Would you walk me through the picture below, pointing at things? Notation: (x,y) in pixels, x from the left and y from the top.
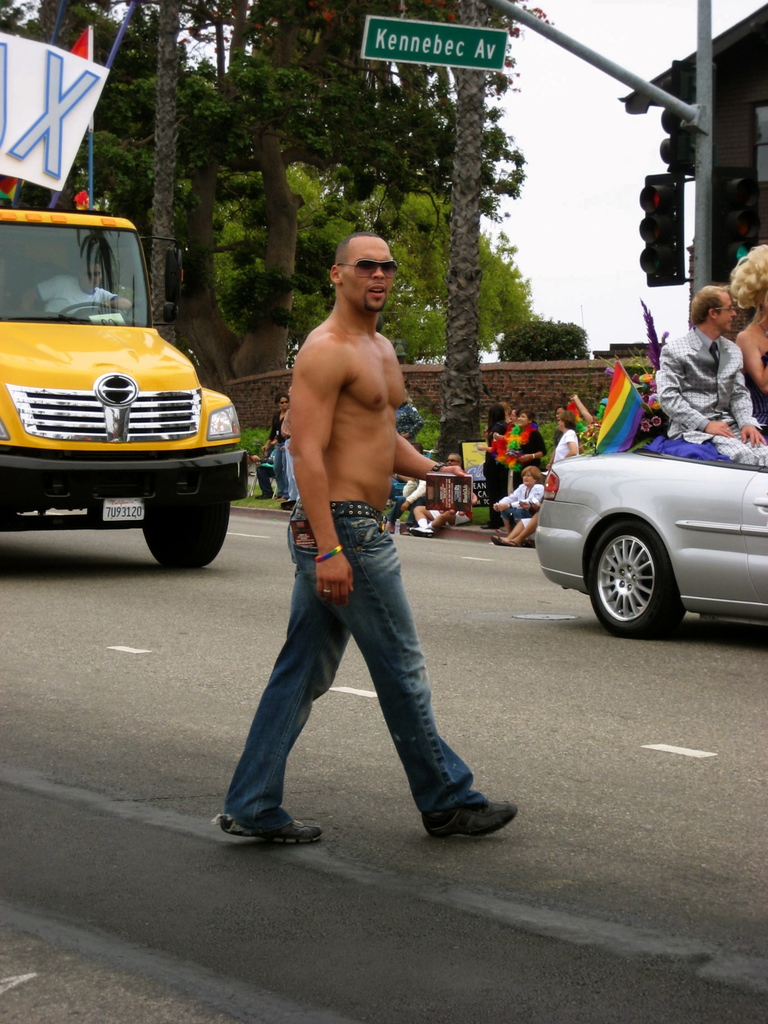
In this picture we can see a man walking on the road (649,841). There are some vehicles (58,216) on the road (572,598). On the background (419,277) we can see some trees (356,192). And this is the sky (557,251). And this is traffic signal (693,83). Even we can see some persons (418,507) are sitting on the chairs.
